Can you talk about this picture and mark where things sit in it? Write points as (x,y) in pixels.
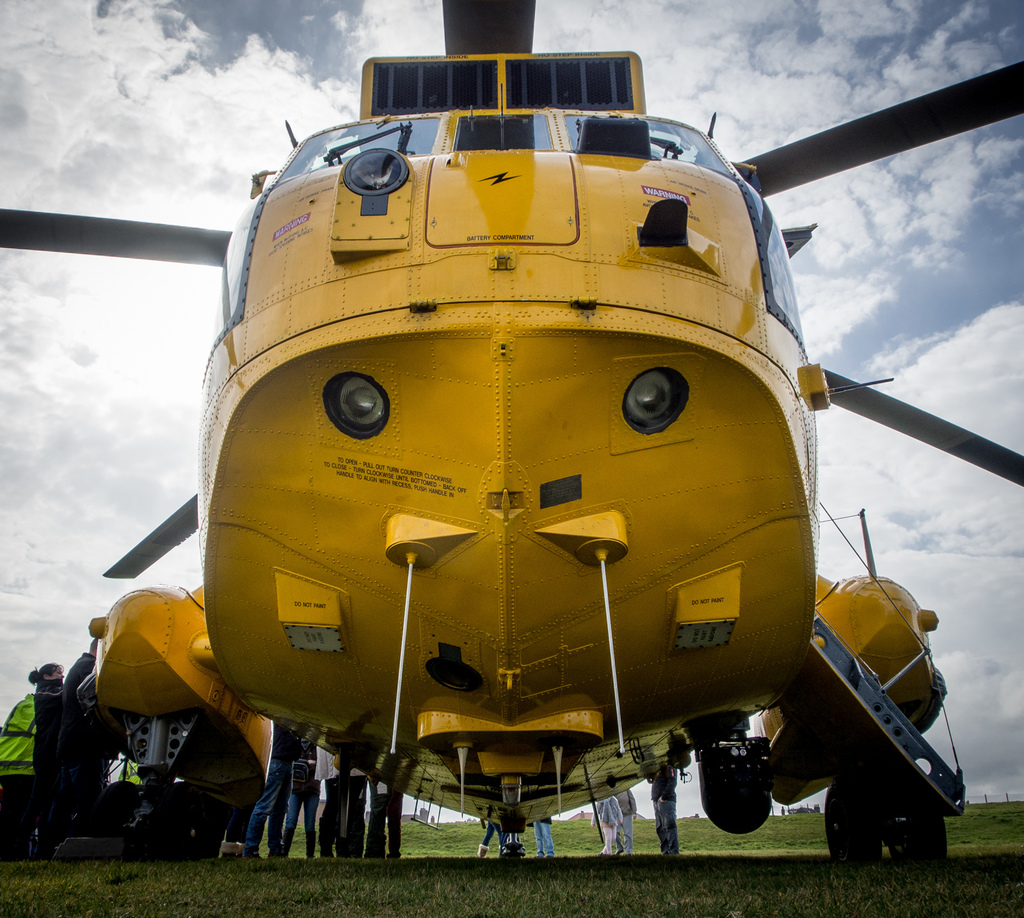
In this image there is a helicopter (519,500) on the ground (672,883). There are lights (387,181) and text (360,459) on the helicopter (360,459). There is grass (428,891) on the ground (563,893). There are people (71,754) standing beside the helicopter (195,841). At the top (957,278) there is the sky (173,66).
